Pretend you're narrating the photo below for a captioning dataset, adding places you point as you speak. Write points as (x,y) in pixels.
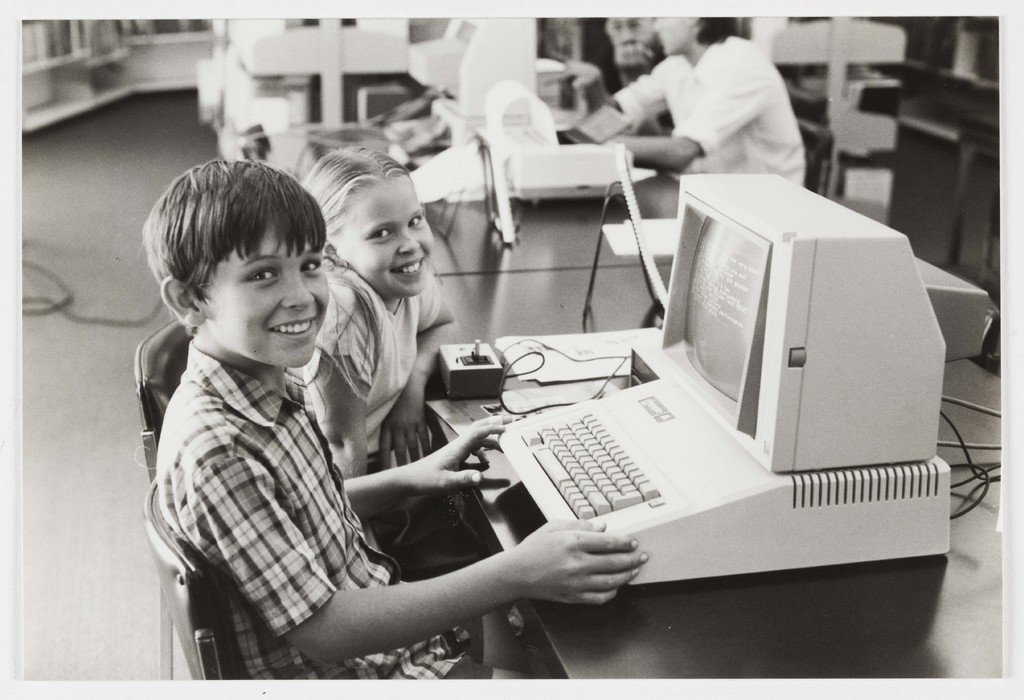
In front of the image there are two kids (297,321) sitting in chairs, in front of them there is a computer (634,401), cables (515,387), papers (529,350) and some objects (485,385), beside them there are a few people (606,94) sitting on chairs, in front of them on the table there are computers (467,75) and some other objects (494,153), around them there are electronic equipment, in the background of the image (76,76) there are shelves (76,76) with some objects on it.
